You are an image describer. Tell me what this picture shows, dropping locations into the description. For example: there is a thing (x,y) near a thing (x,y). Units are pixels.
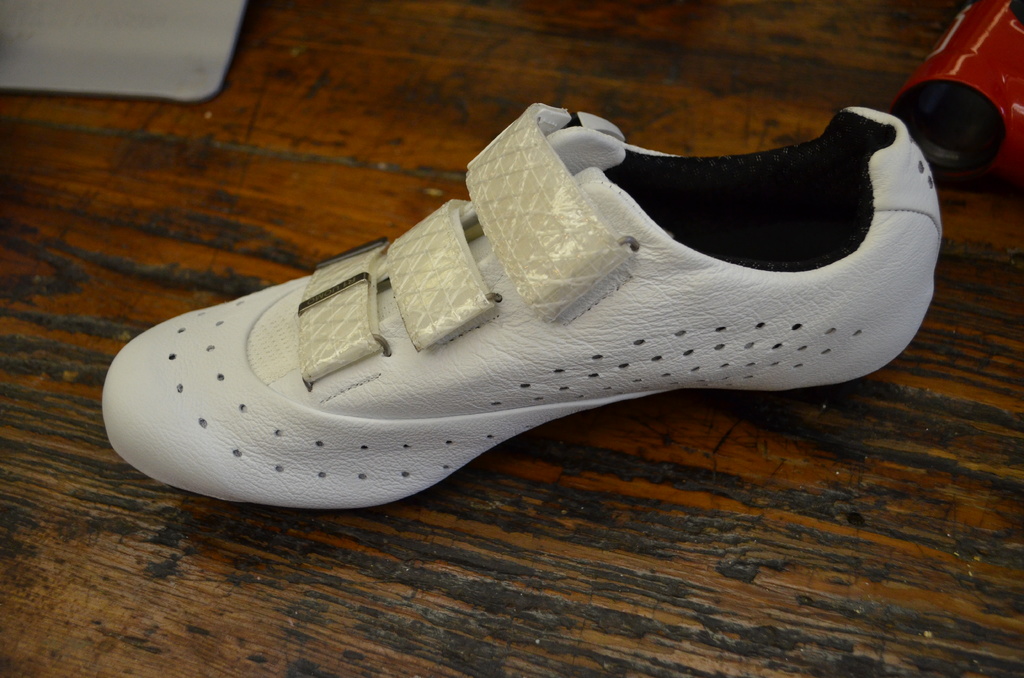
In the foreground of this image (589,559), there is a shoe (342,270) on the wooden surface (479,608) and two objects (130,81) at the top (101,43).
